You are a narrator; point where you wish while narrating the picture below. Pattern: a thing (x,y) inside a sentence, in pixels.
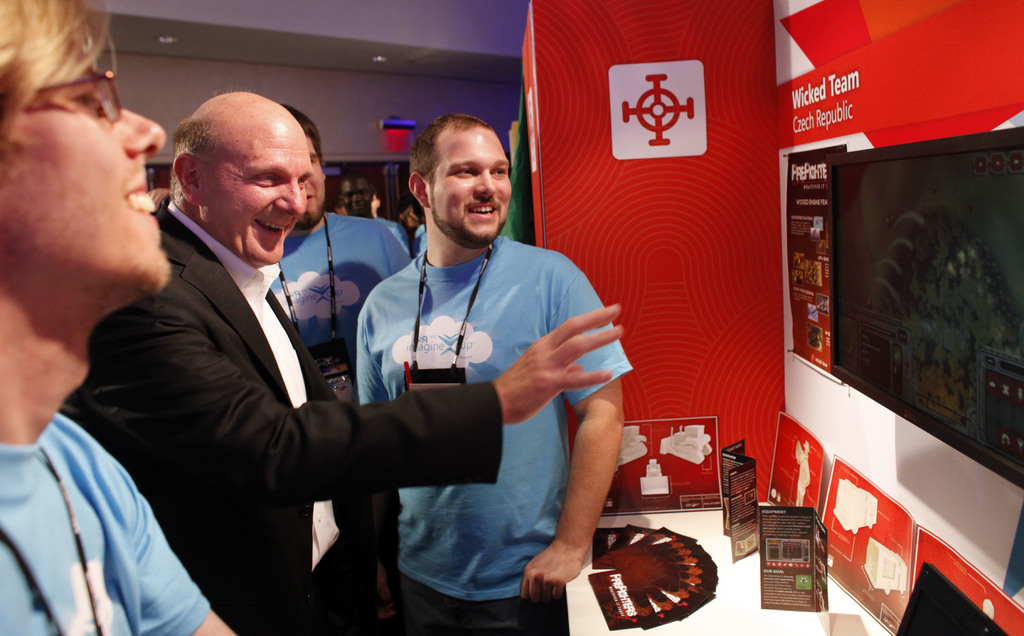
This picture is clicked inside. On the left (41,276) we can see the group of persons (278,201), smiling and standing on the ground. On the right (714,526) there is a table (726,566) on the top of which many number of pamphlets (689,587) are placed and we can see the text (616,580) is written on the pamphlets (685,570). On the right corner (940,142) there is a wall mounted television (842,198) and the text (821,103) is printed on the banner (892,66) which is attached to the wall (830,8). In the background (378,76) we can see the wall (377,92), roof (388,55), ceiling lights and many other objects (400,183).
